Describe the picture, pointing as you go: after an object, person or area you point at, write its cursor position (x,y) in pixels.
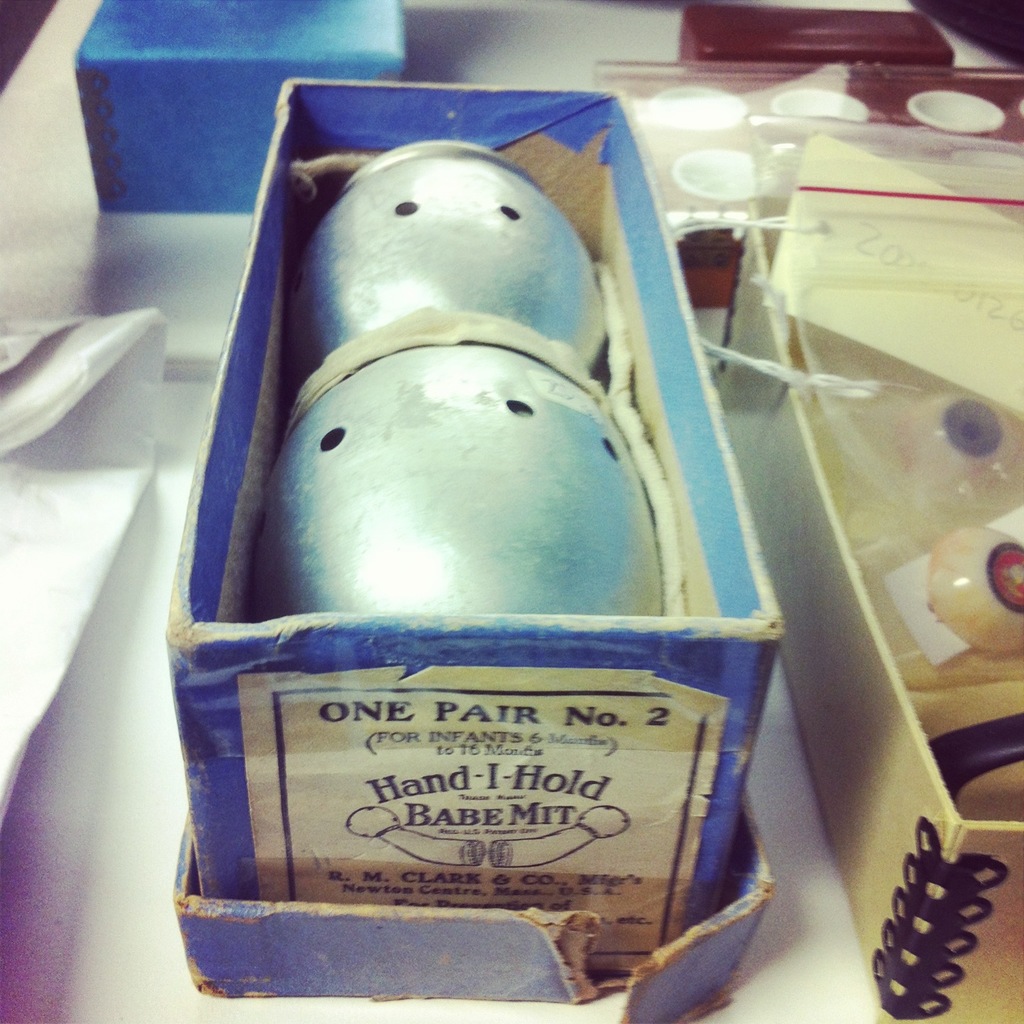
There are boxes (863,313), this is an object (520,409).
